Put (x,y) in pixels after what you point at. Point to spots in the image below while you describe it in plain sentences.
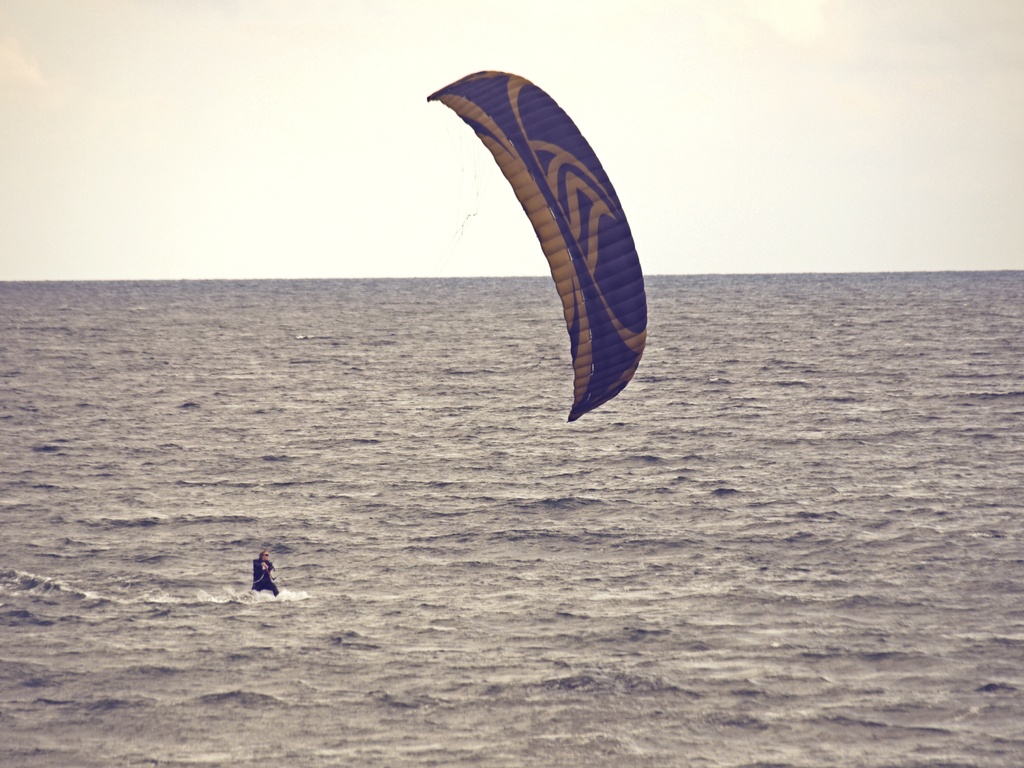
This is the picture of a sea (446,548). In this image there is a person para surfing with the parachute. At the top (220,80) there is sky (270,65). At the bottom (655,601) there is water (655,611).
